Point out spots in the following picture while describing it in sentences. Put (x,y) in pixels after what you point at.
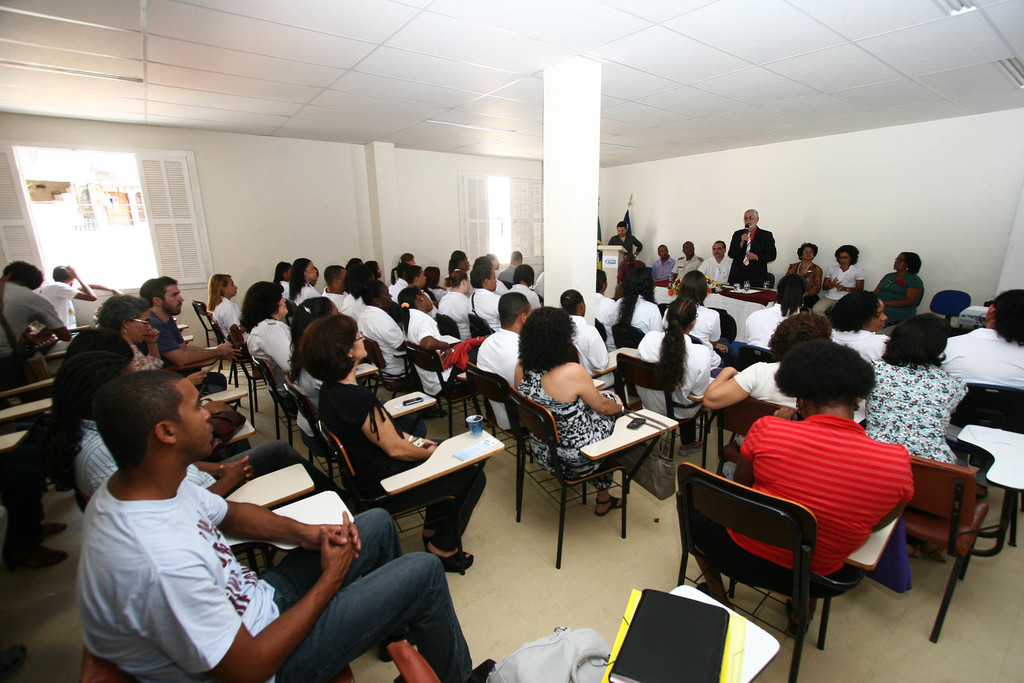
This picture describes about group of people (324,358) in the room (385,259) all are seated on the chairs (323,428) except two persons (751,227), in front of them we can find some bags (564,654) and papers (628,640), in the background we can find a flag (627,219).
